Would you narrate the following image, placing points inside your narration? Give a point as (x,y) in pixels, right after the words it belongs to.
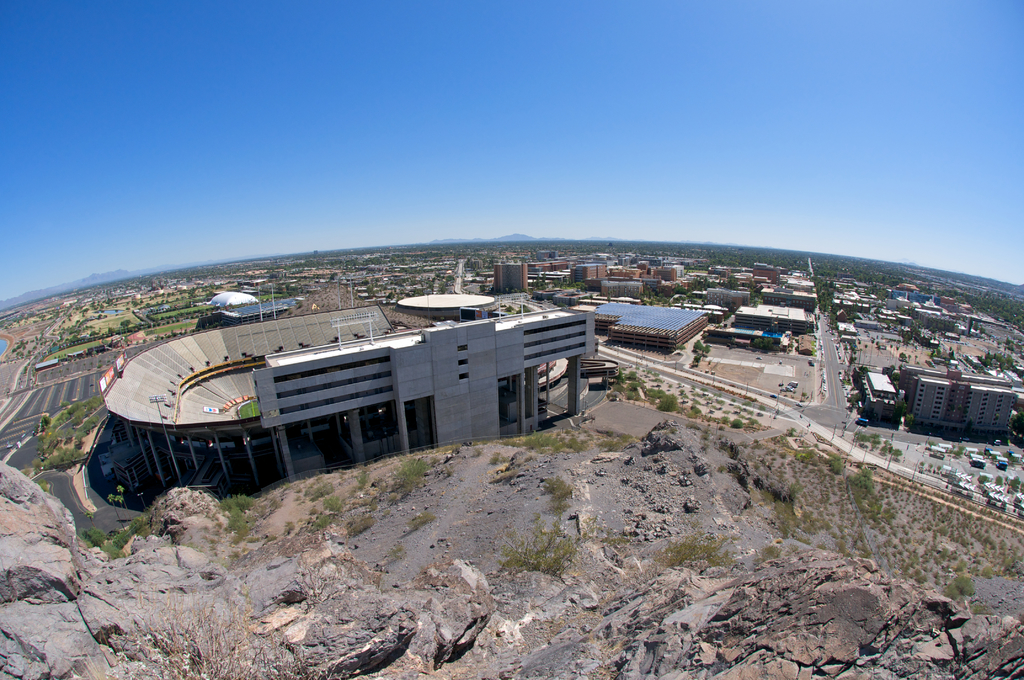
In this image I can see a building (262,405), few trees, some grass (893,533), a mountain (342,542) and in the background (276,281) I can see few other buildings (394,280), few roads (812,264), few trees (829,277), few mountains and the sky (311,129).
